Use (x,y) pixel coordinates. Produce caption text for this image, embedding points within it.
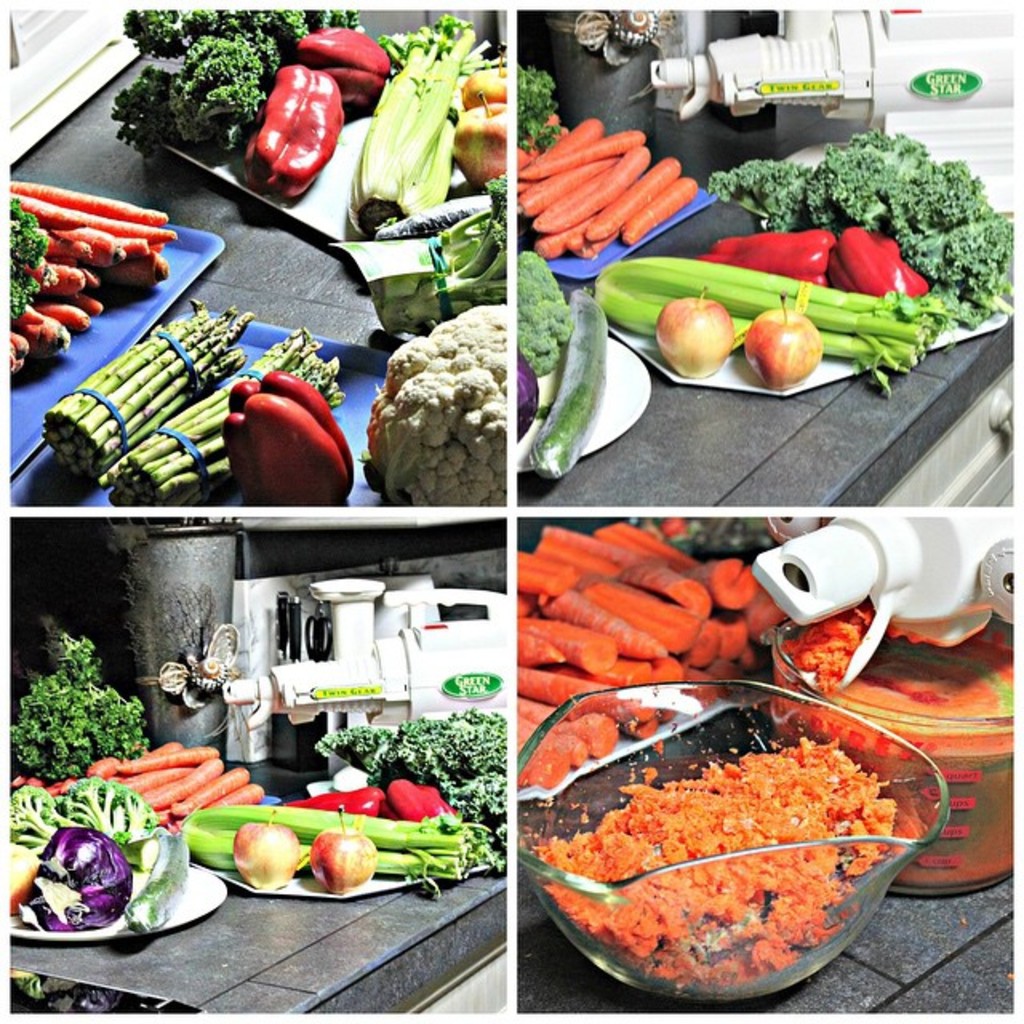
In this image we can see a collage of four pictures. In first image vegetables (275,157) are there. In the second, third and fourth image one white color machine (935,152) is present with vegetables (176,836) and fruits (786,356).
